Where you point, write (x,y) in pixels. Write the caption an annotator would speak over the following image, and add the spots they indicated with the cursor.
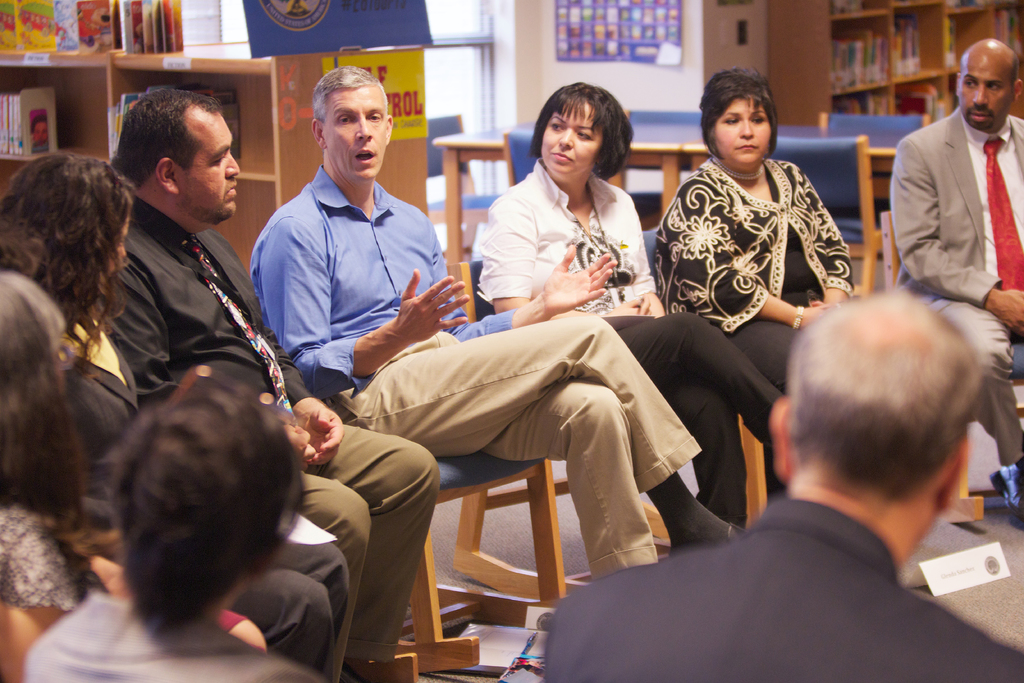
In the picture we can see some people (726,422) are sitting on the chairs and discussing something and one man (352,318) is explaining to them, in the background (45,88) we can find some racks (821,87) of the wooden and table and some chairs (828,150) and in the racks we can see books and wall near to it.
